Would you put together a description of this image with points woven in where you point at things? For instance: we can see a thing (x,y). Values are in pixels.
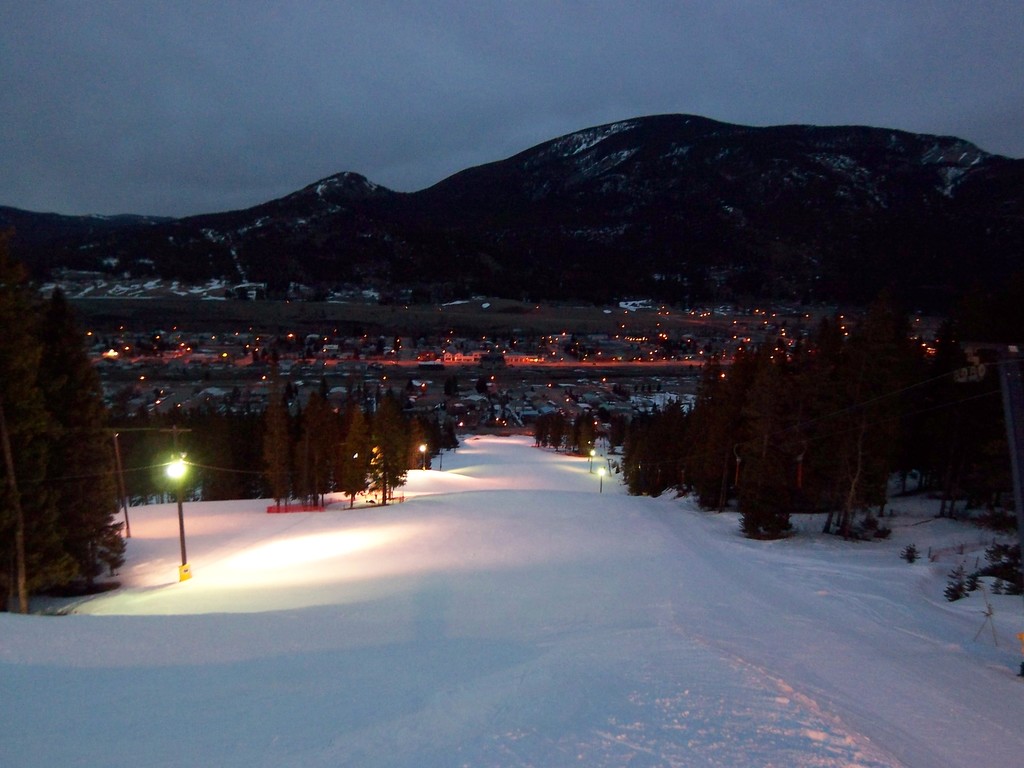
At the down side this is snow (460,673), on the left side (22,415) there are trees (361,443) and lights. At the back side (584,266) there are hills (495,222).
